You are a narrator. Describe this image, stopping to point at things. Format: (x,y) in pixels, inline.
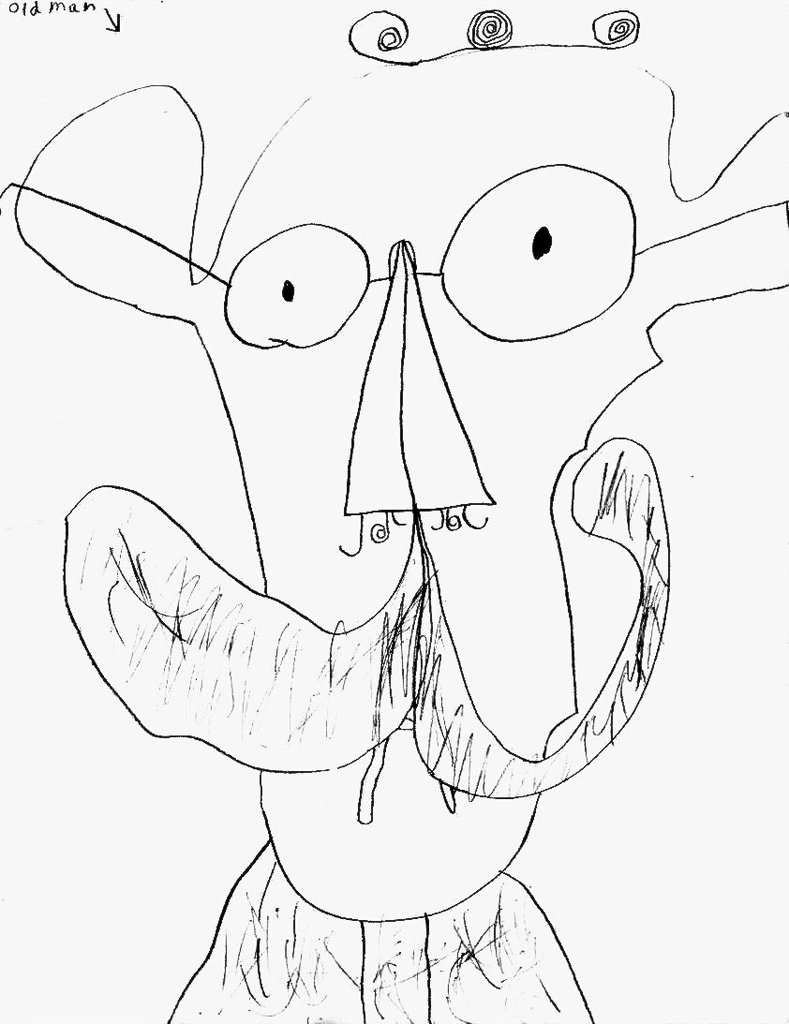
In the center of the image (376,598) we can see a drawing (312,1023) of a person (364,598).
